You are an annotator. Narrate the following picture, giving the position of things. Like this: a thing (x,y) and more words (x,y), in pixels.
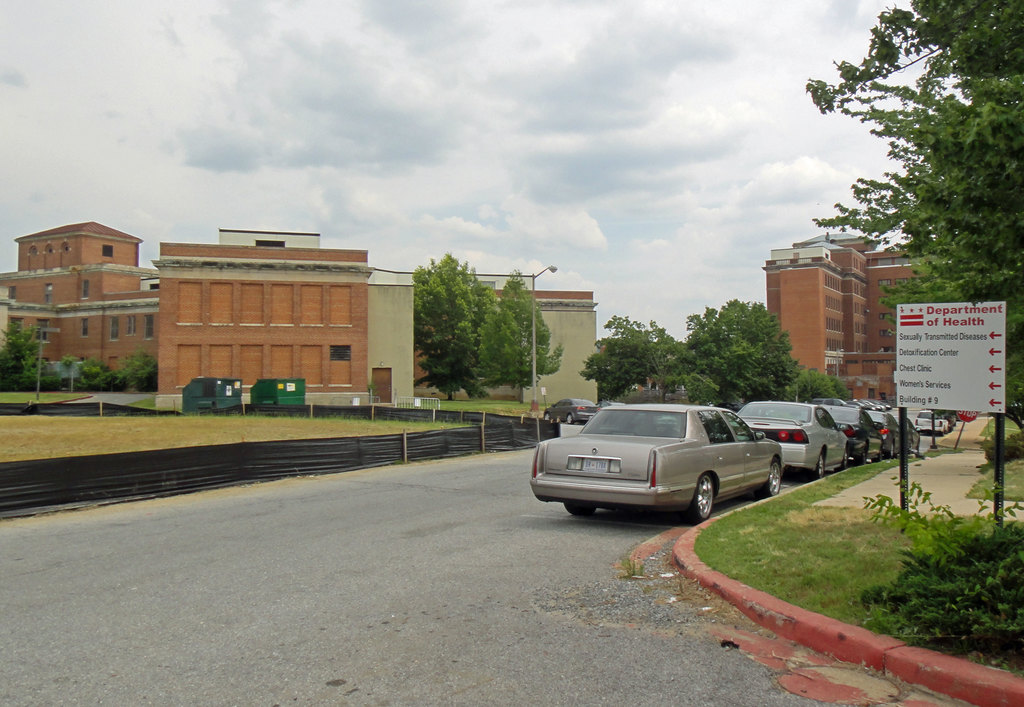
Here in this picture we can see number of cars (775,430) present on the road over there and beside that we can see sign board (902,327) present and we can see trees (735,364) and plants (909,527) here and there and we can see buildings (407,348) also present all over there and we can see clouds (715,226) in sky (734,154) and we can see light post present here and there.
